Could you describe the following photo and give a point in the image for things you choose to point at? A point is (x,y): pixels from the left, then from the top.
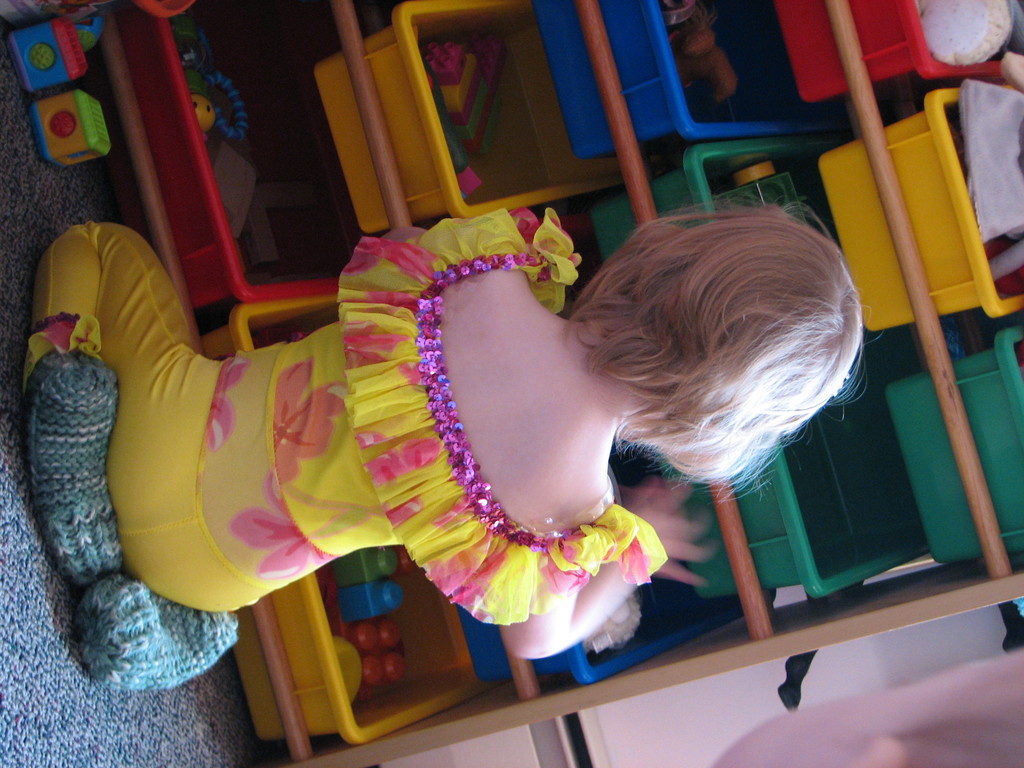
In the middle of the image (444,487) a girl (36,375) is sitting. In front of her we can see some baskets (260,105), in the baskets (225,29) we can see some toys (211,113). Behind them we can see a wall (494,751). In the bottom right corner of the image (747,749) we can see a person face (725,767).
